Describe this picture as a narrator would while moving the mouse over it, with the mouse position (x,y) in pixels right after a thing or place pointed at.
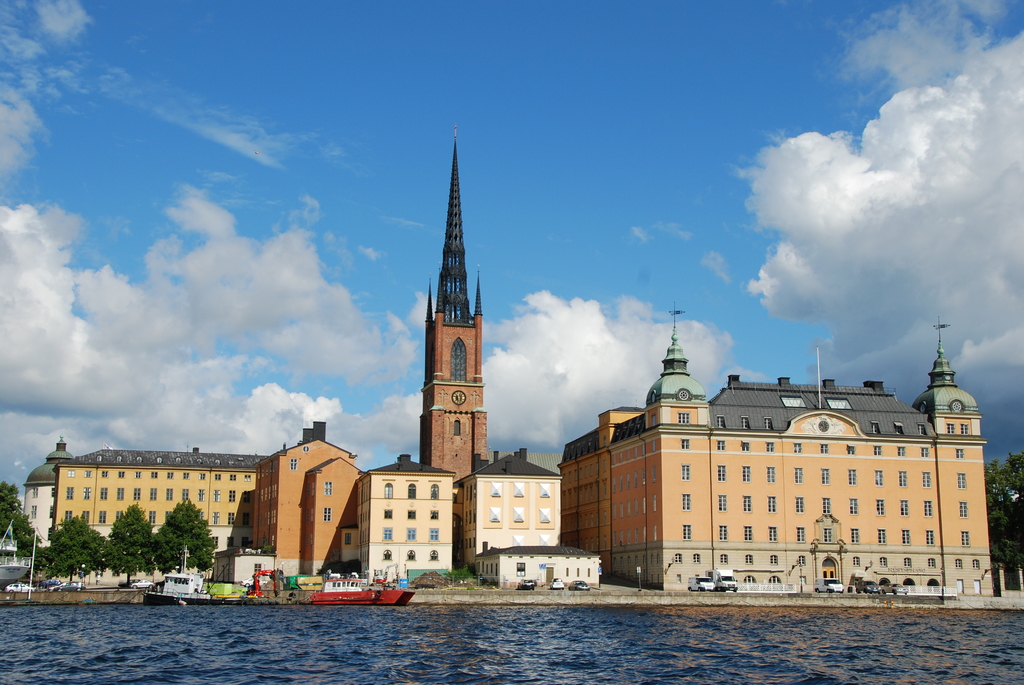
In this image, we can see buildings (248,556), trees (3,514), vehicles (719,572), walls (705,531), windows (852,540), houses (507,579), boats (400,597) and few objects (33,564). At the bottom of the image (267,658), we can see water (586,662). Background (817,259) we can see the cloudy sky (536,318).
